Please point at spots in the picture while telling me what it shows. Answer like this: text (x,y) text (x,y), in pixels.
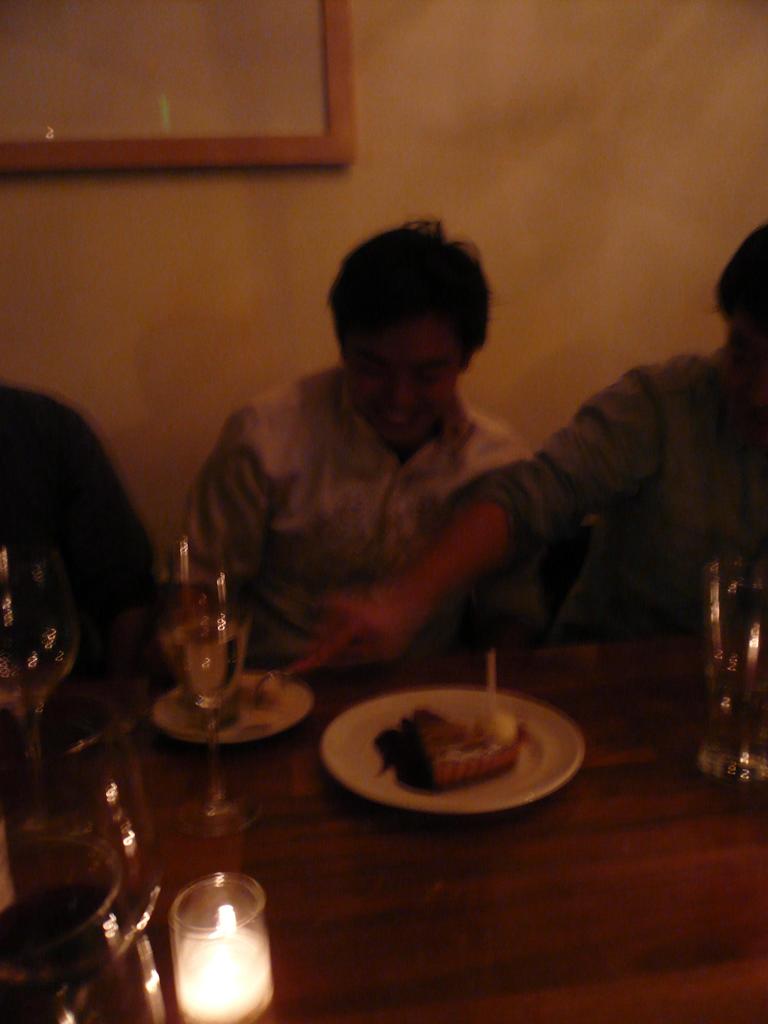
In this image, there are a few people (608,628). We can see a table (529,690) with some objects (490,769) like food items (407,743) in plates (284,717), glasses (93,895). In the background (511,109), we can see the wall (482,65) with an object (318,4).
